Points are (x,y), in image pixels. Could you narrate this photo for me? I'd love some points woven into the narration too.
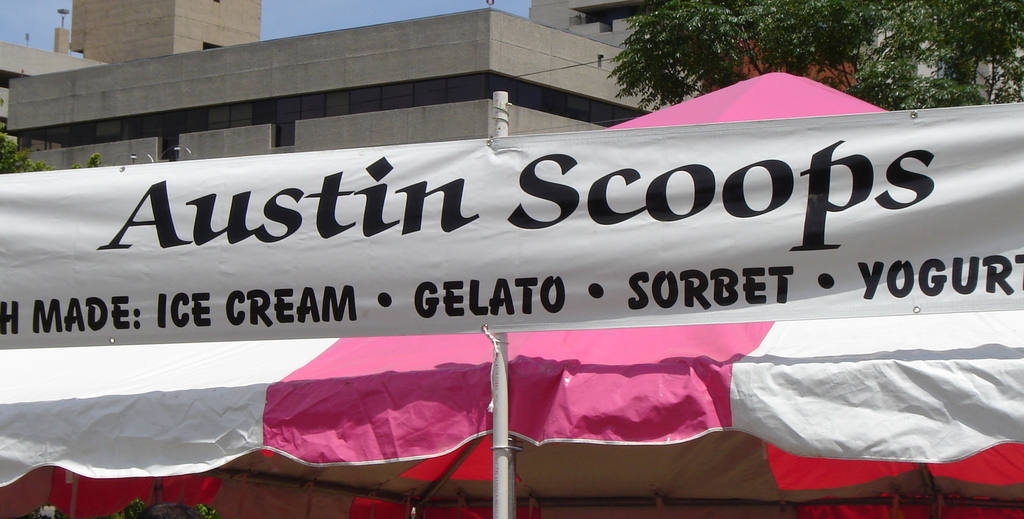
In this image there is a banner (467,233) tied to the pole (495,97). Behind the pole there is a tent (735,94). In the background (414,49) there are buildings (409,26). On the right side (870,32) top there are trees (757,34).
